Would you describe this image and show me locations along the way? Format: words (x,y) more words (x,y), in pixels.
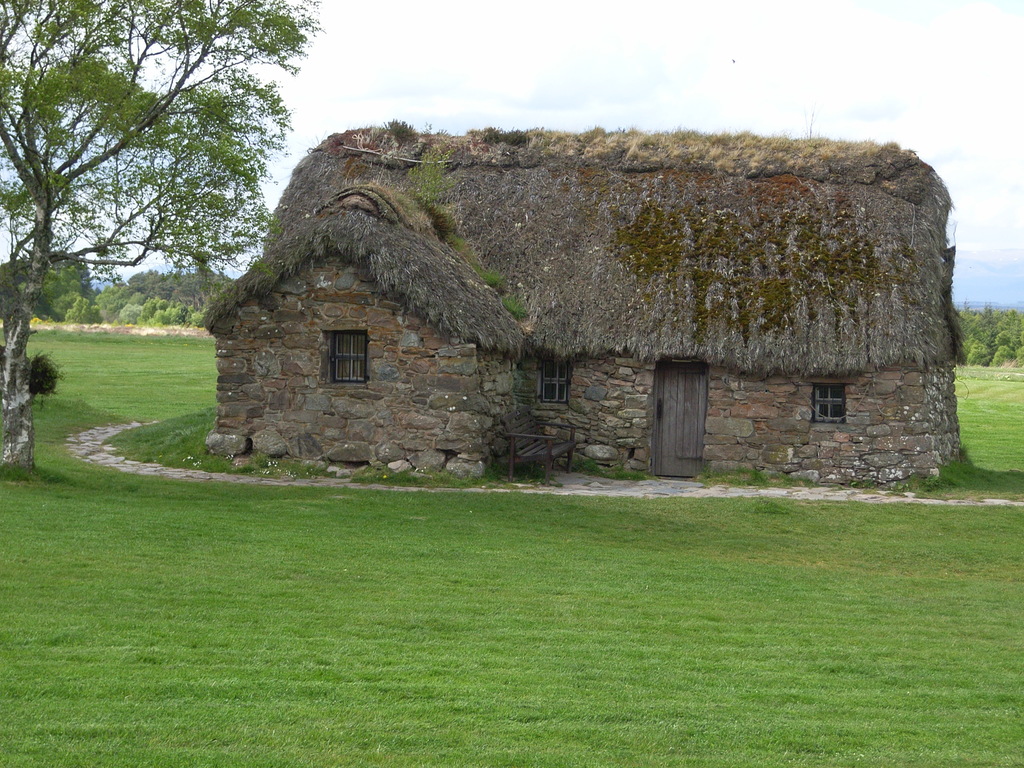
In the middle of this image (596,279), there is a cottage (747,162) having windows (360,371) and a wooden door (656,431) on the ground (194,411), on which there is grass (252,469). Beside this building (773,463), there is a path (250,483). Besides this path (237,482), there's grass (438,536) on the ground (208,556). On the left side (30,420), there is a tree (20,377) and there is a plant (38,374). In the background (63,295), there are trees (978,333) and there are clouds (695,26) in the sky (699,54).
